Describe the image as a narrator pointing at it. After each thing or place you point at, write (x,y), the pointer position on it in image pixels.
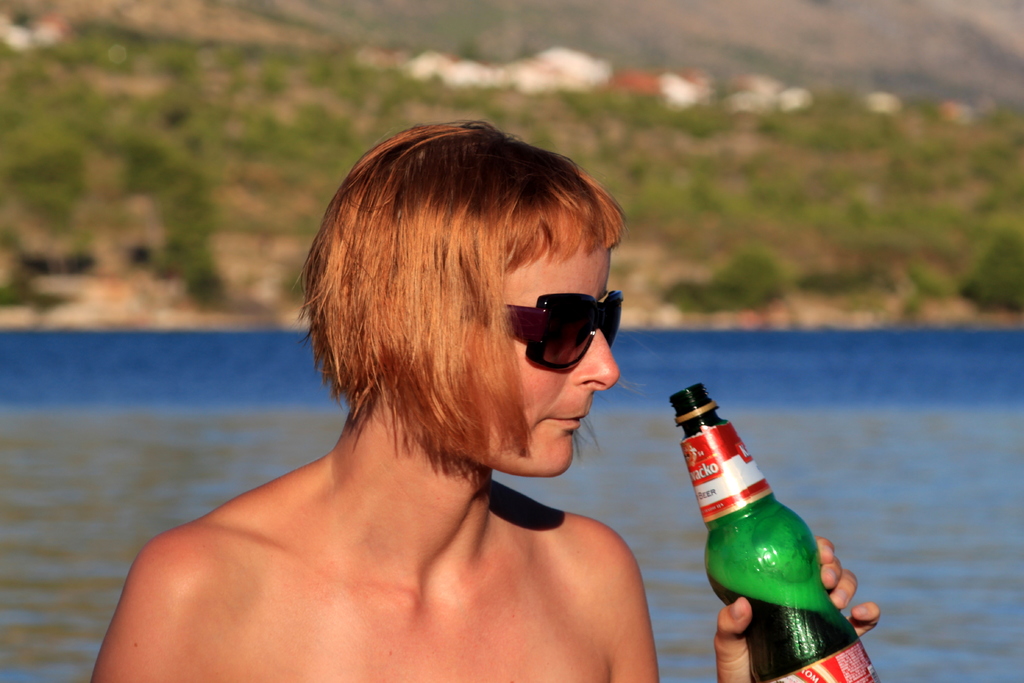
This image is clicked outside. There is water (173,389) in the back side (504,476) and there is a person (298,520) standing. He is holding a bottle (761,653) in his hand (725,658). He is wearing goggles (590,316).
